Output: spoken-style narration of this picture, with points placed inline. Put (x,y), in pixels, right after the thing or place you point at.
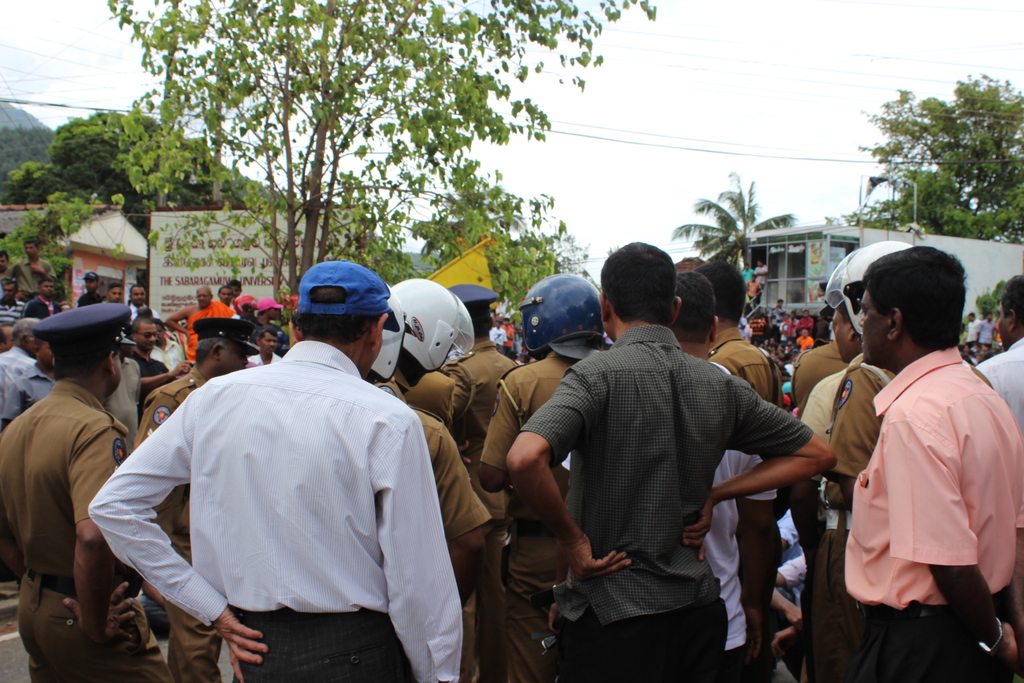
There are group of people (134,512) standing. Among them, I can see few policemen (424,374) with helmets (413,334) and caps (467,301). These are the trees (961,190). This looks like a building (829,245). I think this is the board (216,272).
